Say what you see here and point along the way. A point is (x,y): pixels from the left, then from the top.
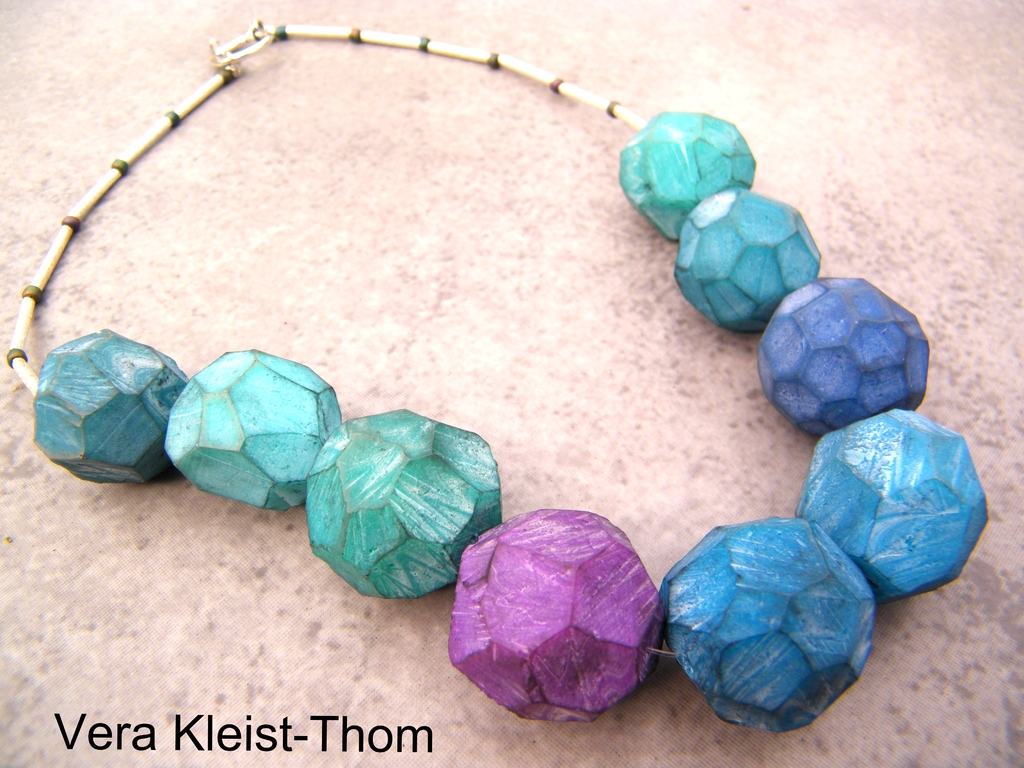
In this image we can see a multicolored necklace (449,525) on a surface (275,590). At the bottom (424,751) we can see some text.
